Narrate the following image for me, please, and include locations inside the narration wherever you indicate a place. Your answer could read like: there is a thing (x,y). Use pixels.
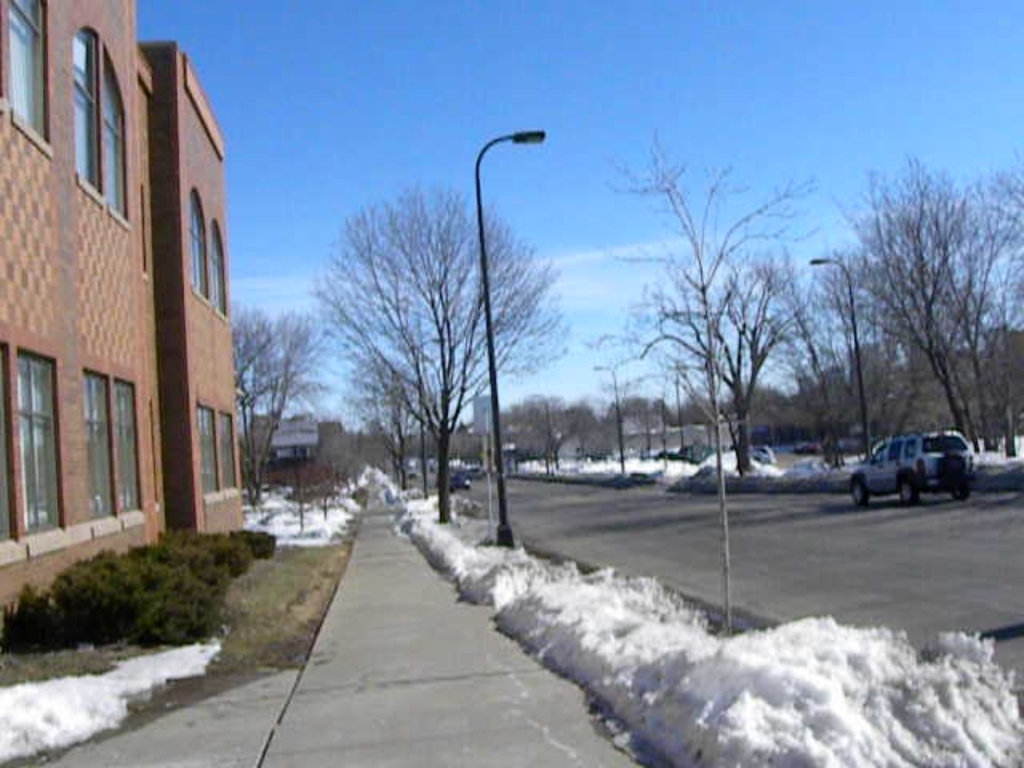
On the left side of the image (55,357) we can see a building (190,327) with windows (102,505) and group of plants (184,596). To the right side of the image (945,460) we can see vehicles (932,463) parked on the road (864,523), a group of street lights (527,140) and trees (732,393). In the background (728,100) we can see the sky (563,252).
